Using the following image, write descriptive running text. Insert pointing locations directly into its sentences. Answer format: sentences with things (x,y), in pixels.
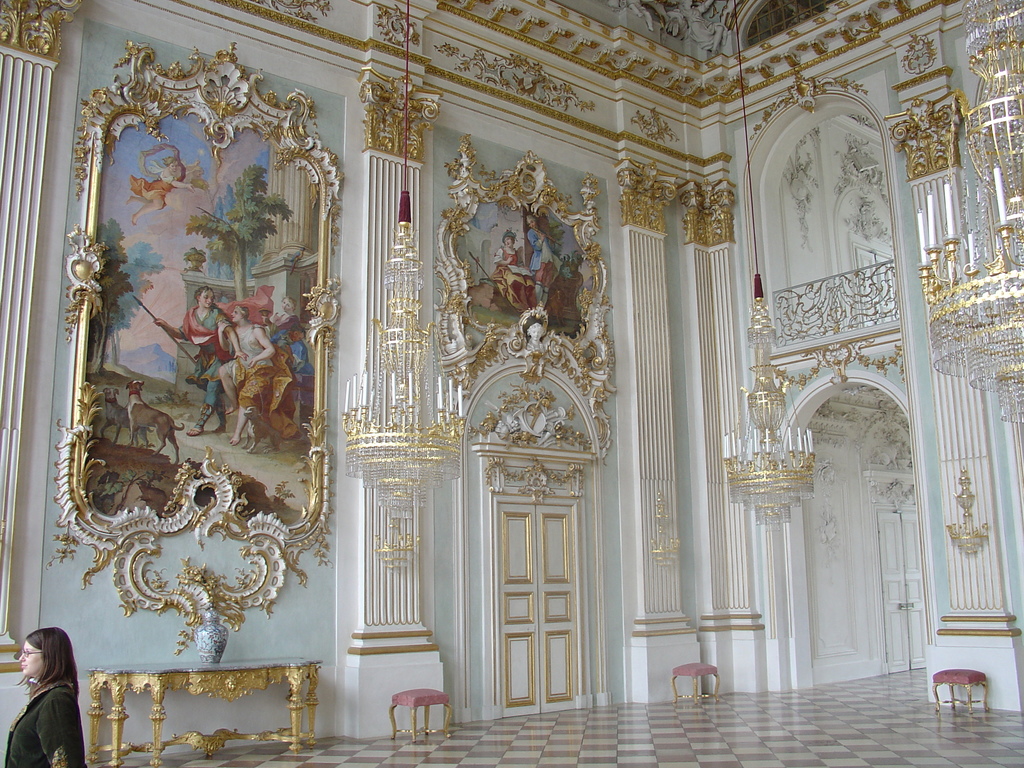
In the image there are paintings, carvings (506,66) on the wall (701,74) with chandeliers (385,436) in the middle (391,422), there is a table (146,675) on the left side (158,675) with a flower vase (218,629) above it and a woman (71,715) standing on the left side (30,723) corner.
